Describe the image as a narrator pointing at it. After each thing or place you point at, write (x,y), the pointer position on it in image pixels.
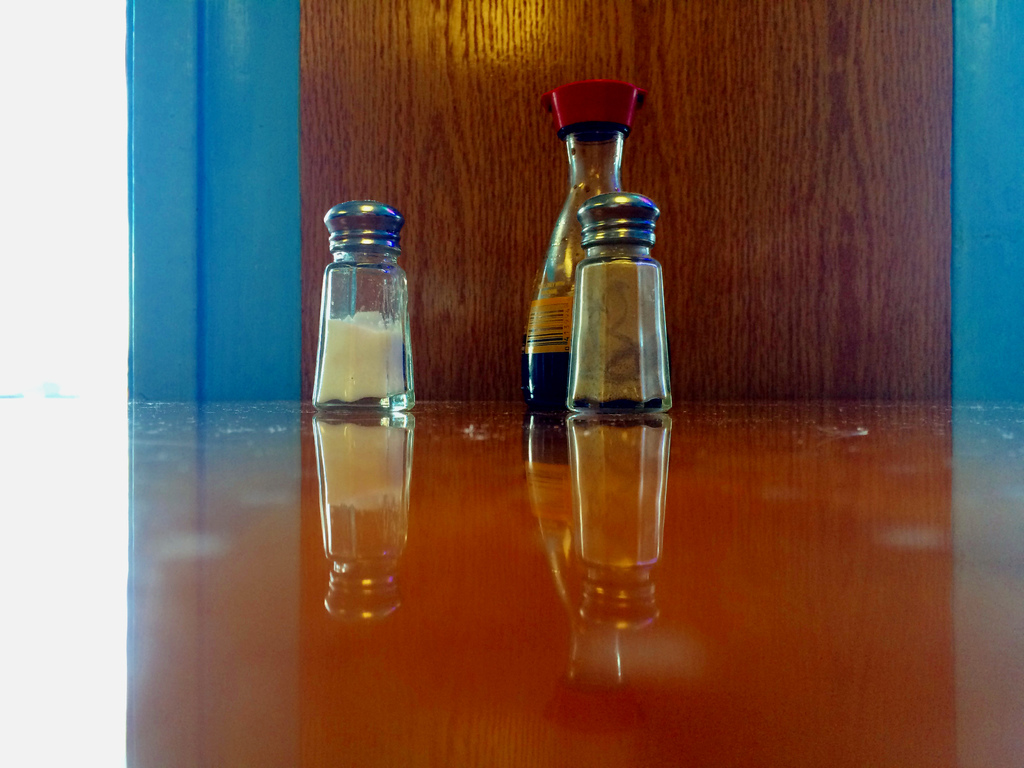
There are 3 small bottles (330,368) here.
